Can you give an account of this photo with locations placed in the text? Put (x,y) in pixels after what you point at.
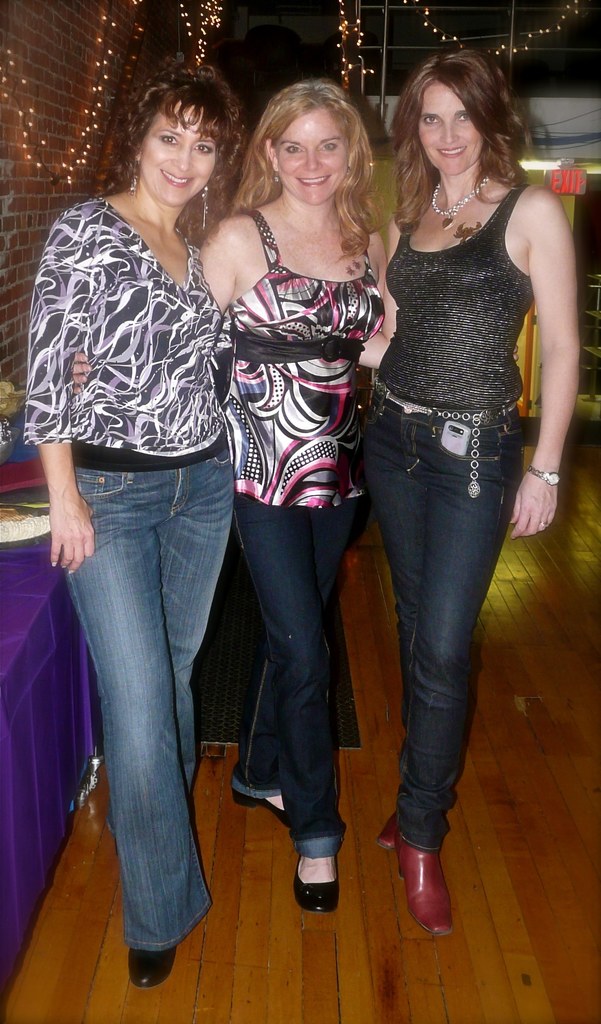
In this image in the center (261,483) there are women (279,450) standing and smiling. On the left side (31,626) there is a table (53,605). In the background (103,64) there are lights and there is some text (577,182) written on the board (573,169).
